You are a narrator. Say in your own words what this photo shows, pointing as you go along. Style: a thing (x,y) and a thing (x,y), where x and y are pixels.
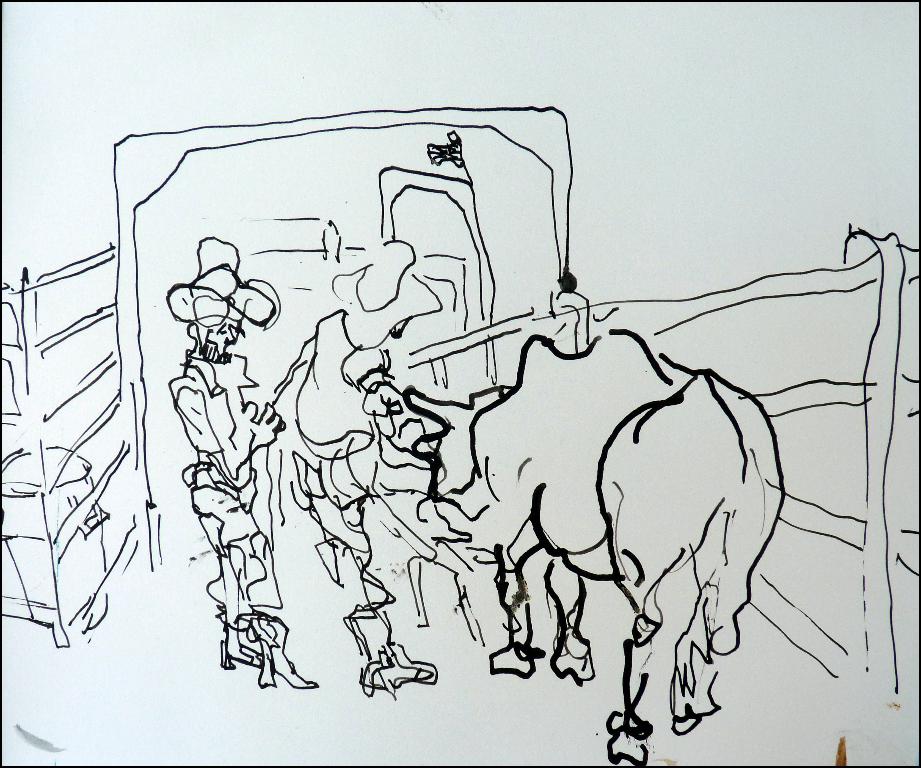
In this picture I can observe a sketch (435,386). The sketch (274,391) is drawn with black color. I can observe an animal (508,422) and two persons (223,472) in this picture. The background is in white color.
